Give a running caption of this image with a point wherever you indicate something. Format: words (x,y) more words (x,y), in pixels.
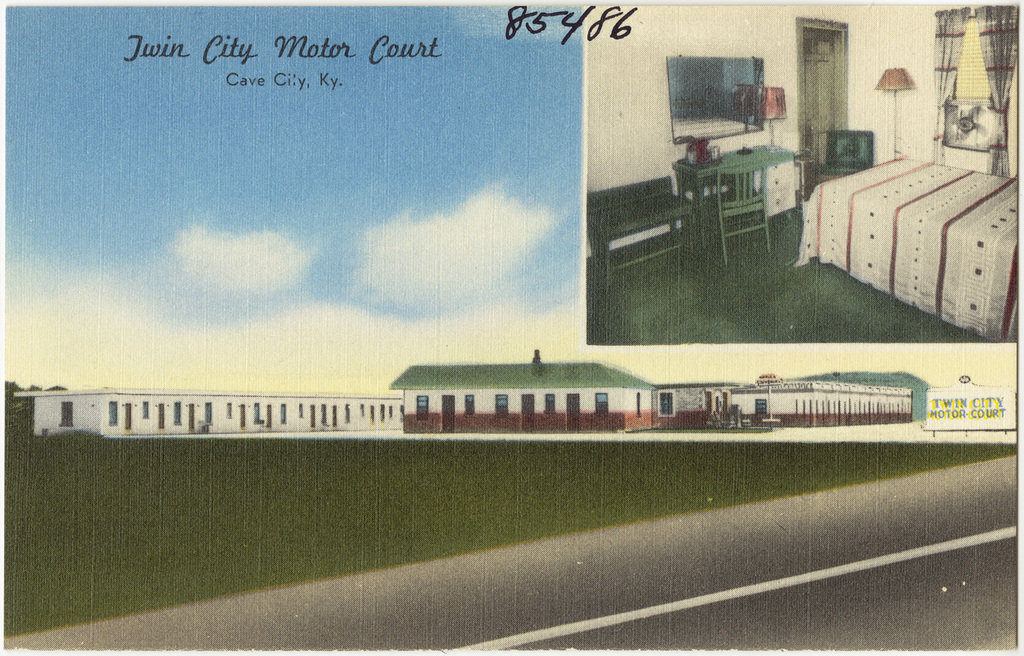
This is a picture of the poster (748,157). We can see some information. In this picture we can see the sky (18,10), building (844,423), road (822,575), mirror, chair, desk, bed (975,254), mattress (979,261), curtains (993,25) and few objects (803,193).
